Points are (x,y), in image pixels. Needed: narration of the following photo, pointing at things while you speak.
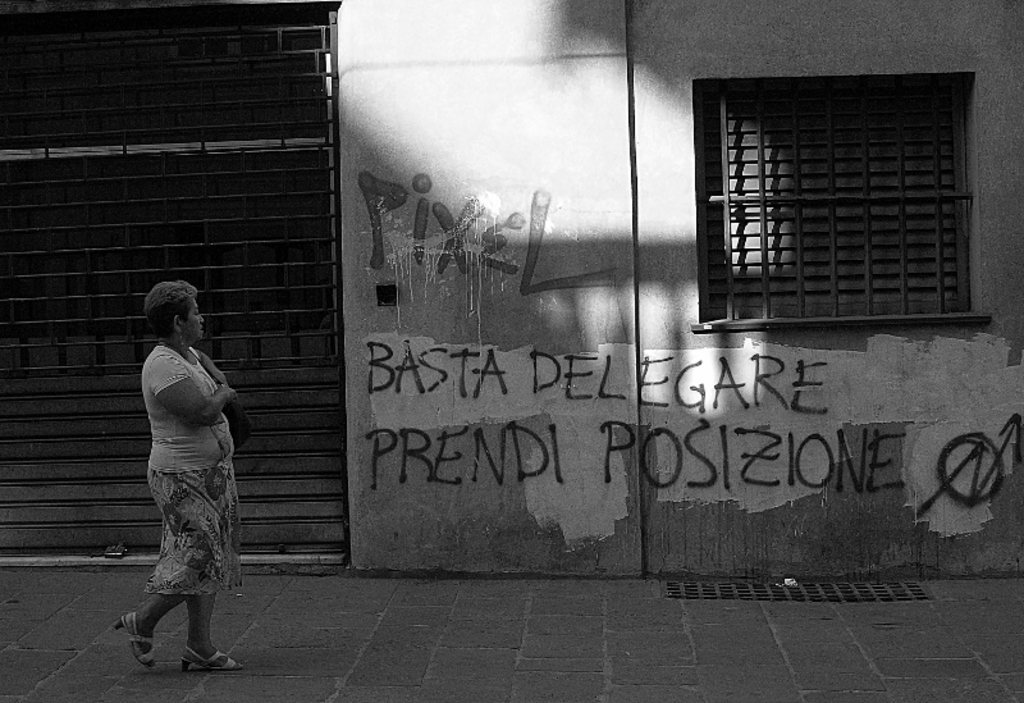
In this image I see a woman (183,327) over here and I see the path (363,608). In the background (463,447) I see the wall (550,222) on which there is something written and I see the iron rods (865,235) over here and I see that this image is of black and white in color.
